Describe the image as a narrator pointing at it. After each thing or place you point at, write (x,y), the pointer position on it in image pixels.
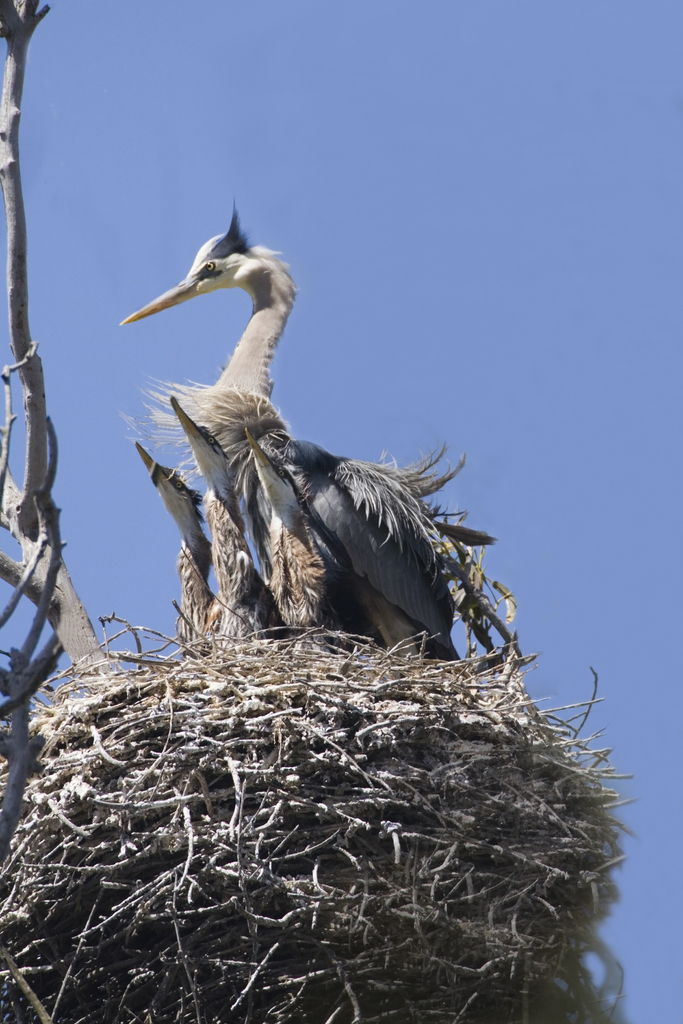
In this image I can see a bird nest (299,813) on the tree (69,643) and I can see few birds (257,527) which are brown, cream, black and white in color. In the background (450,361) I can see the sky (393,223).
